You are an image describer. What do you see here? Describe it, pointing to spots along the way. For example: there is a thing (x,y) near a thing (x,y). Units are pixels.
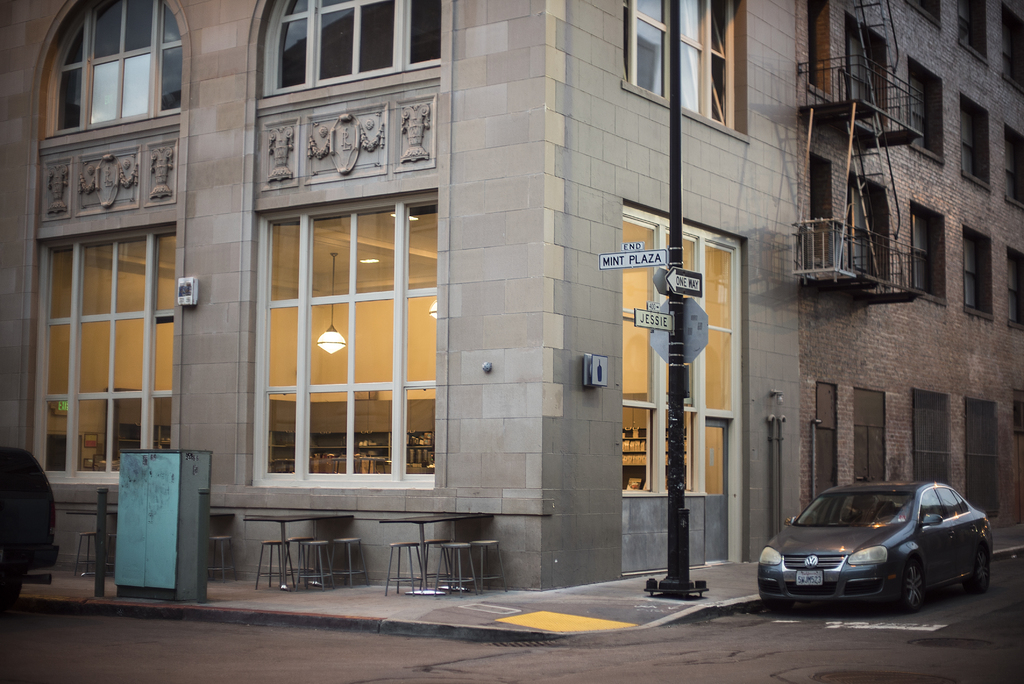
In the image we can see a building (488,260) and the windows (701,50) of the building (636,93). There is a pole (680,213), board (634,247), stools (458,555), table (405,518), road (840,644), vehicle (797,591) and number plate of the vehicle (810,585).
